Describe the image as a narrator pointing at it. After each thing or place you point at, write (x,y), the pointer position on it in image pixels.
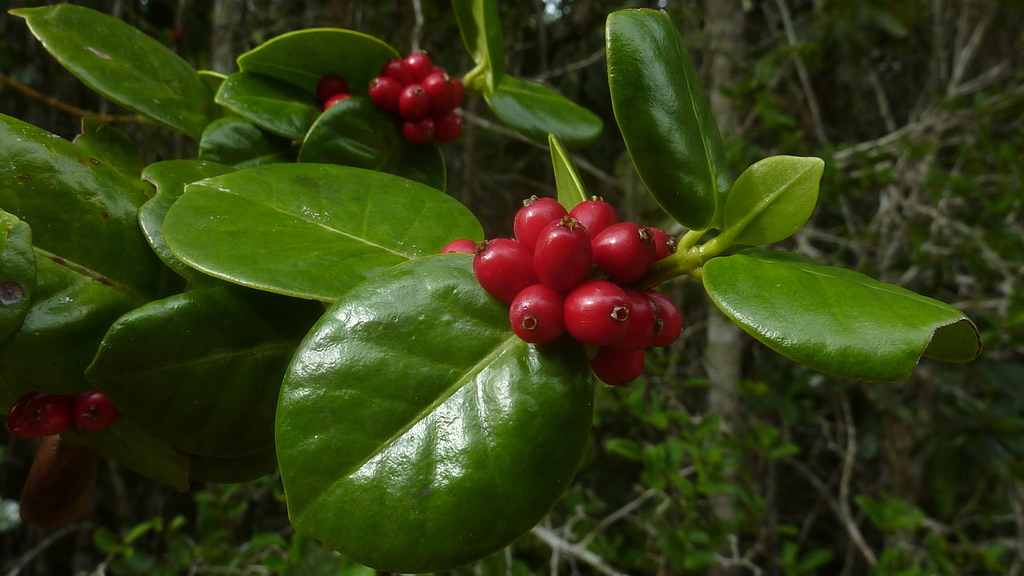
In this image there are many plants (406,273). There are some fruits (600,290) which are red in a color.
